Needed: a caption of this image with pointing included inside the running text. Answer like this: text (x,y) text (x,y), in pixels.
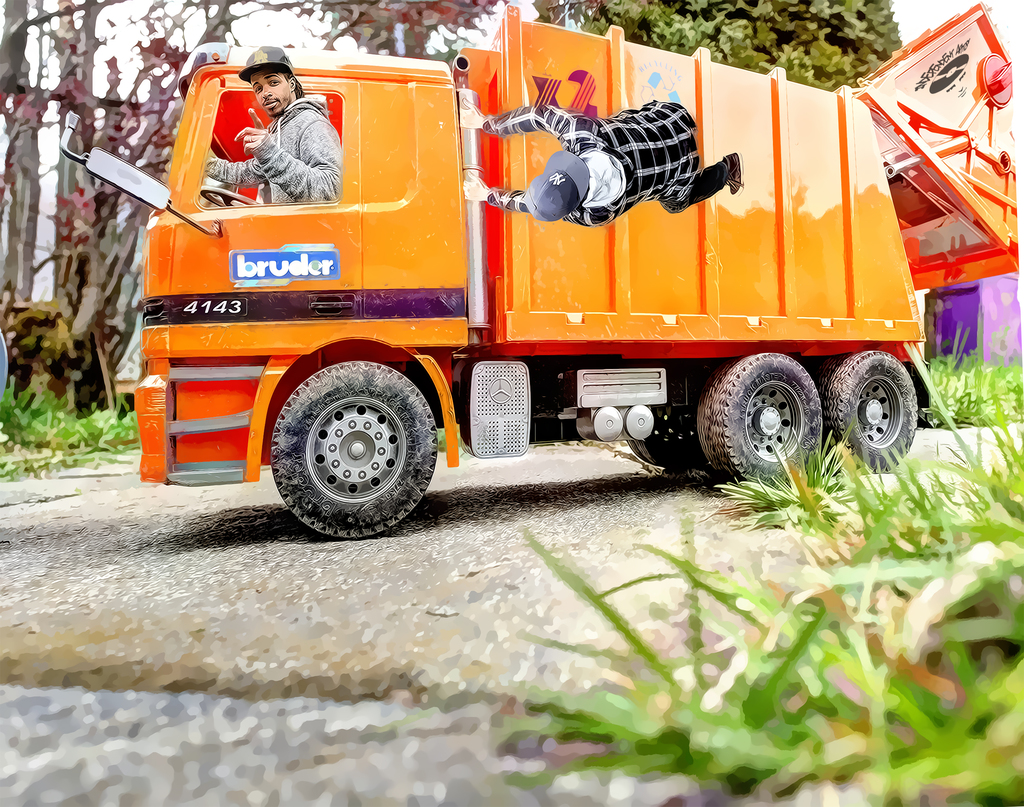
In this image we can see a vehicle (568,302). There are trees (91,137) and plants (816,631). Also there are persons (265,183). And there is photo effect on the image.
